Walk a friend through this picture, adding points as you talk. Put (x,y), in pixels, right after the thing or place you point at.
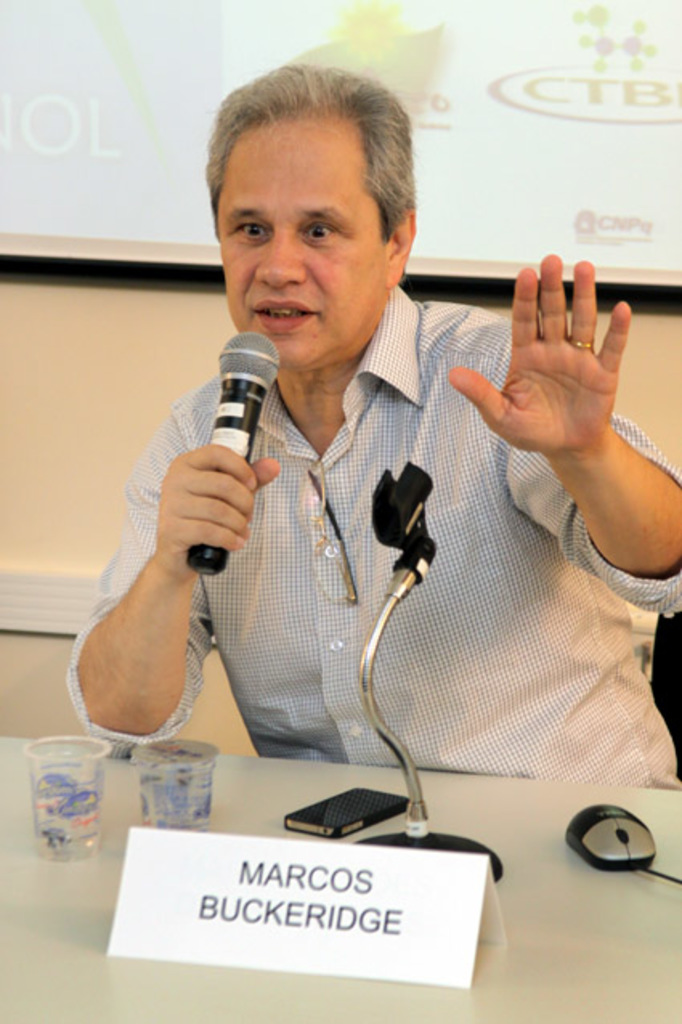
In this image I can see a man (324,740) is speaking in the microphone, he is wearing the shirt (560,558), at the bottom (278,847) there is the name board (307,912), on the left side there are glasses (174,819). At the back side (54,8) it looks like a projector screen (442,153).
